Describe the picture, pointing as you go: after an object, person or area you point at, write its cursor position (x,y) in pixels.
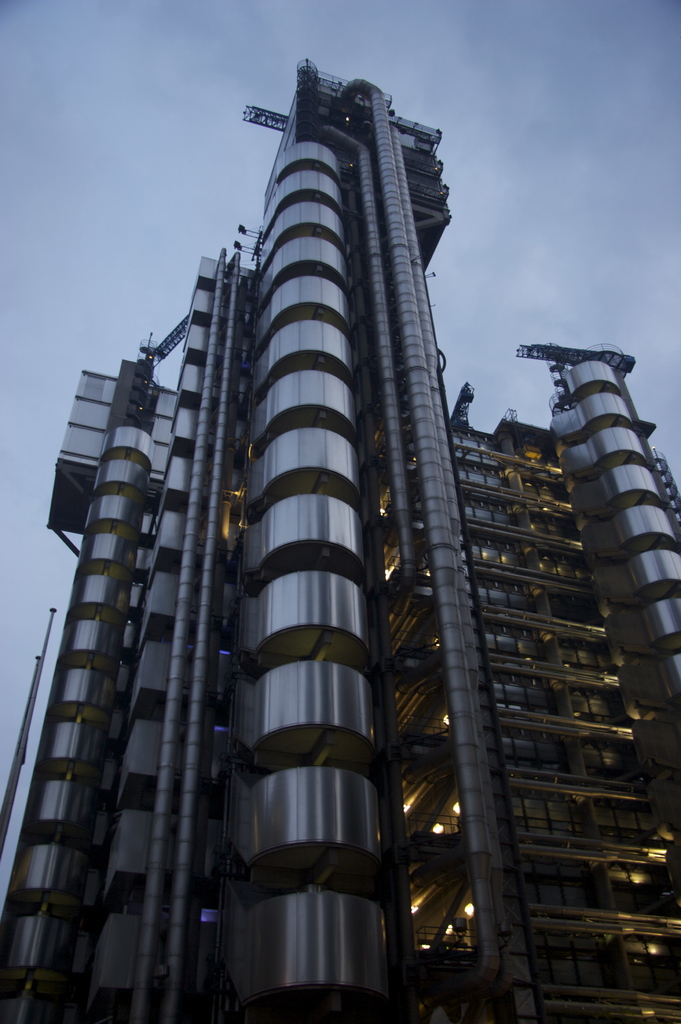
In this image, we can see a building (316,730) on the blue background.
